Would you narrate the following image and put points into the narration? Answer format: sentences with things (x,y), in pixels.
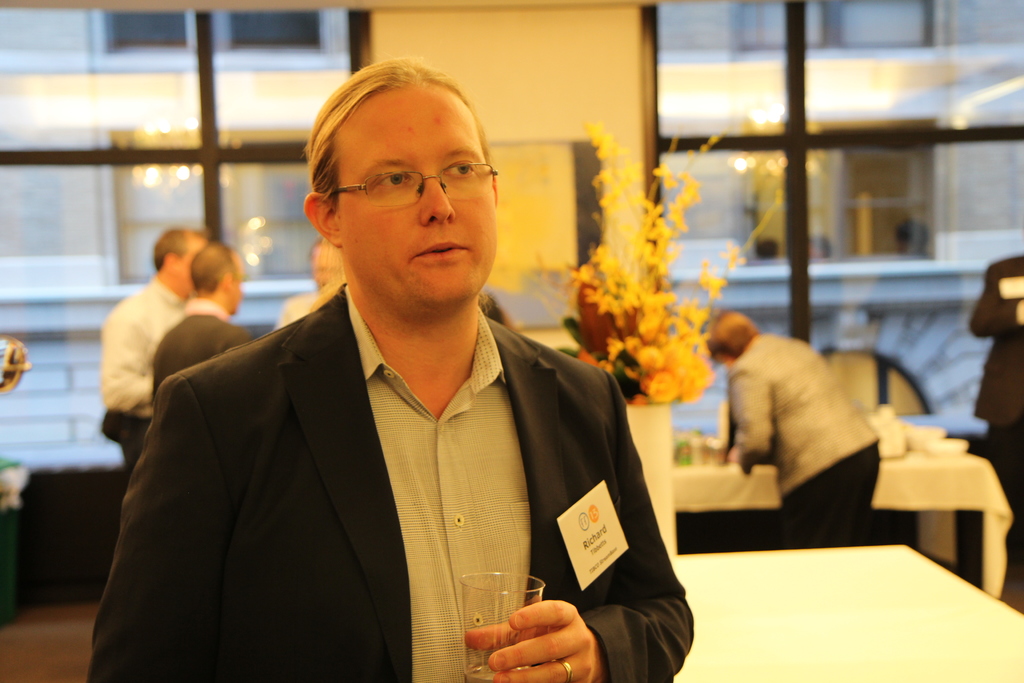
In the center of the image (444,285) a man (553,391) is standing and holding a glass (492,653). In the background of the image (778,452) we can see some persons (995,364) are standing. In the center of the image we can see the tables (758,482). On the tables (746,478) we can see cloth (734,475), flower pot (658,424), cups (888,443), vessels (932,440). In the background of the image (63,484) we can see windows (650,138), wall (527,100). Through windows (681,169) we can see a building (305,98). At the bottom of the image (34,643) we can see the floor (90,617).
